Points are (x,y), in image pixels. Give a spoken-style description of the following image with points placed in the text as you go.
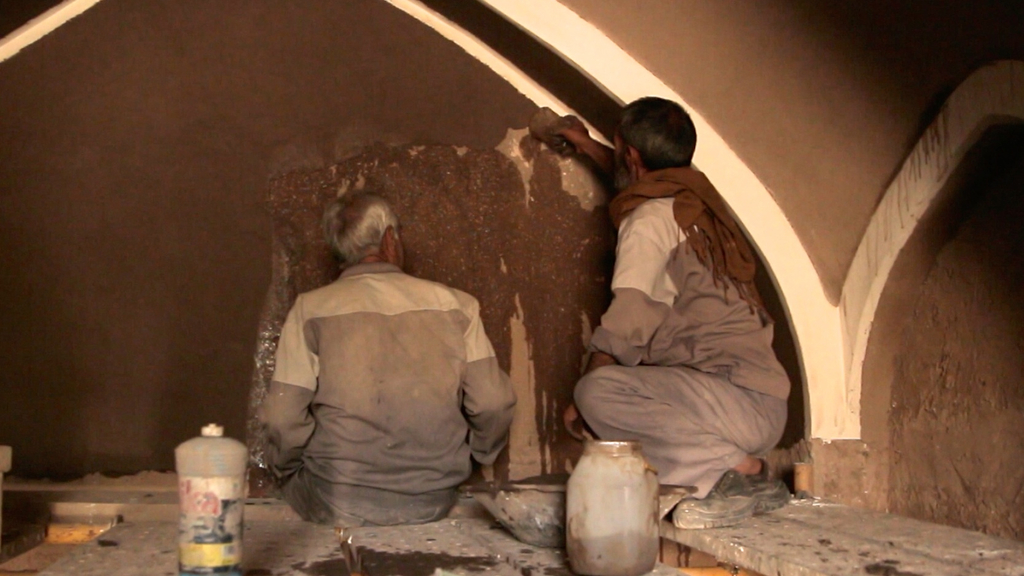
In this image we can see there are two people (672,370) sitting on the floor (461,540) and holding an object (547,134) in their hands (564,137) and painting the wall (526,234). In the backside of them there are two bottles (598,505) on the ground (842,549). In the background of the image (788,259) there is a wall (810,205).
